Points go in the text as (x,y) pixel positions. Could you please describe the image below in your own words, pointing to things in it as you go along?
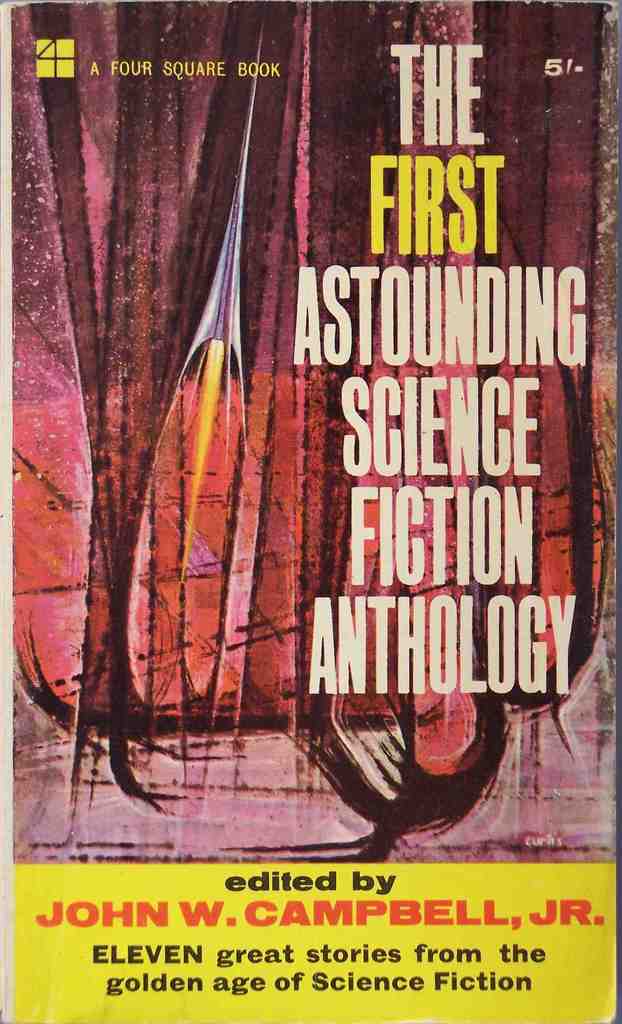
This looks like a book cover (89,699). I can see the letters (345,683) and design (231,552) on it.
